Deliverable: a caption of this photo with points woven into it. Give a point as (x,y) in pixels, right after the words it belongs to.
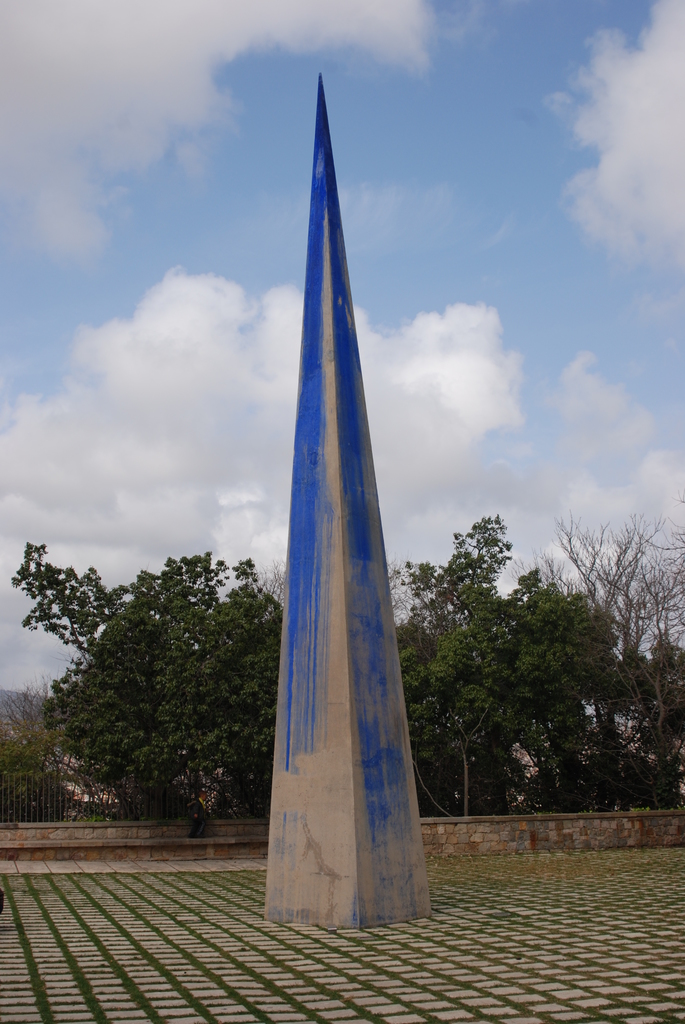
Here we can see pyramid (319,881) on surface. Background (227,701) we can see trees (514,669), fence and sky (522,280) with clouds (212,32).
